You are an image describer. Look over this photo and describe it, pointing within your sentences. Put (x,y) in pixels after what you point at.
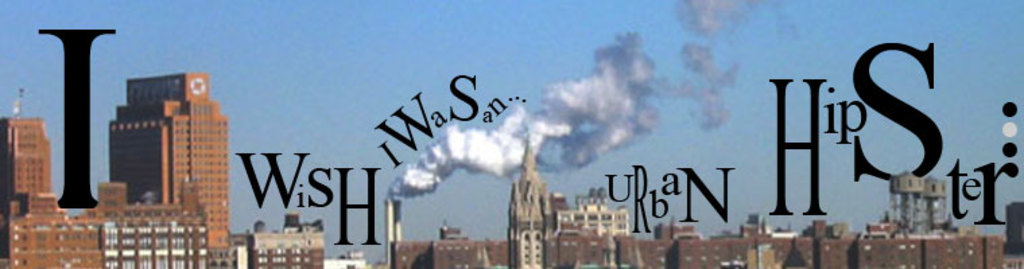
This is an edited image. In front of the picture, we see some text (85,50) written as "I wish I was an urban hipster". In the background (203,216), we see the buildings (426,244) in white and brown color. We see the smoke (487,165) emitted from the industry (392,242) or a factory (393,216). At the top (284,54), we see the sky (344,50), which is blue in color.
